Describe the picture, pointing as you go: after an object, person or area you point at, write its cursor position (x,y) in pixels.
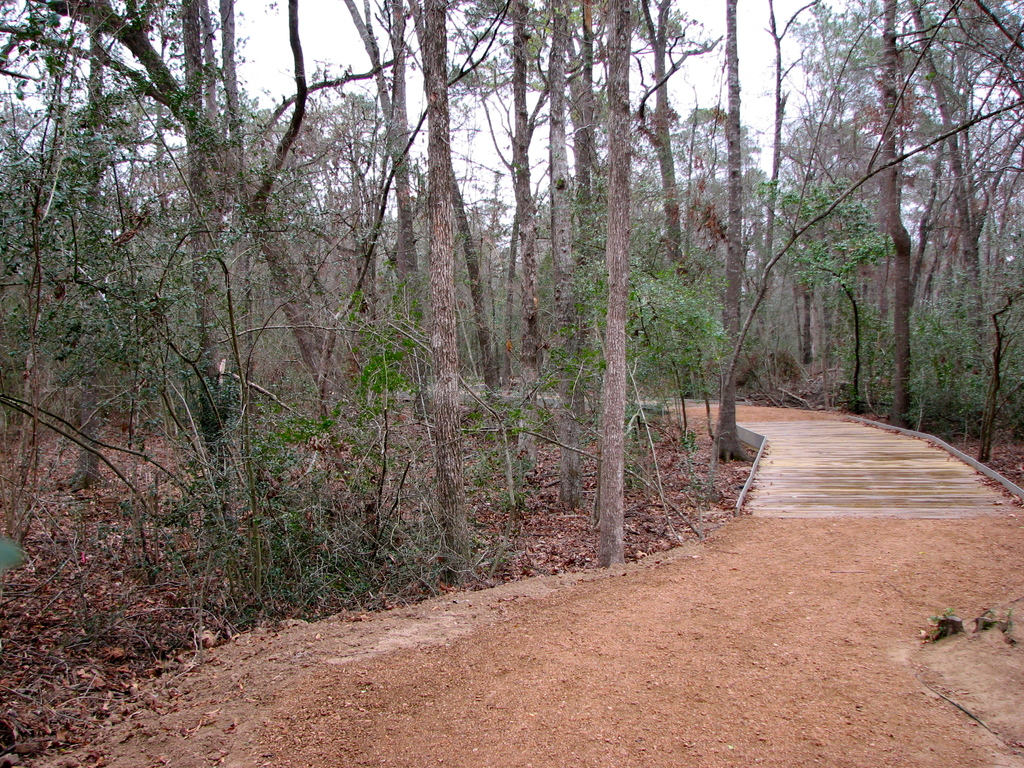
In this image, there are trees (1017,259) and a pathway (809,473). In the background (601,62), I can see the sky (271,49).
